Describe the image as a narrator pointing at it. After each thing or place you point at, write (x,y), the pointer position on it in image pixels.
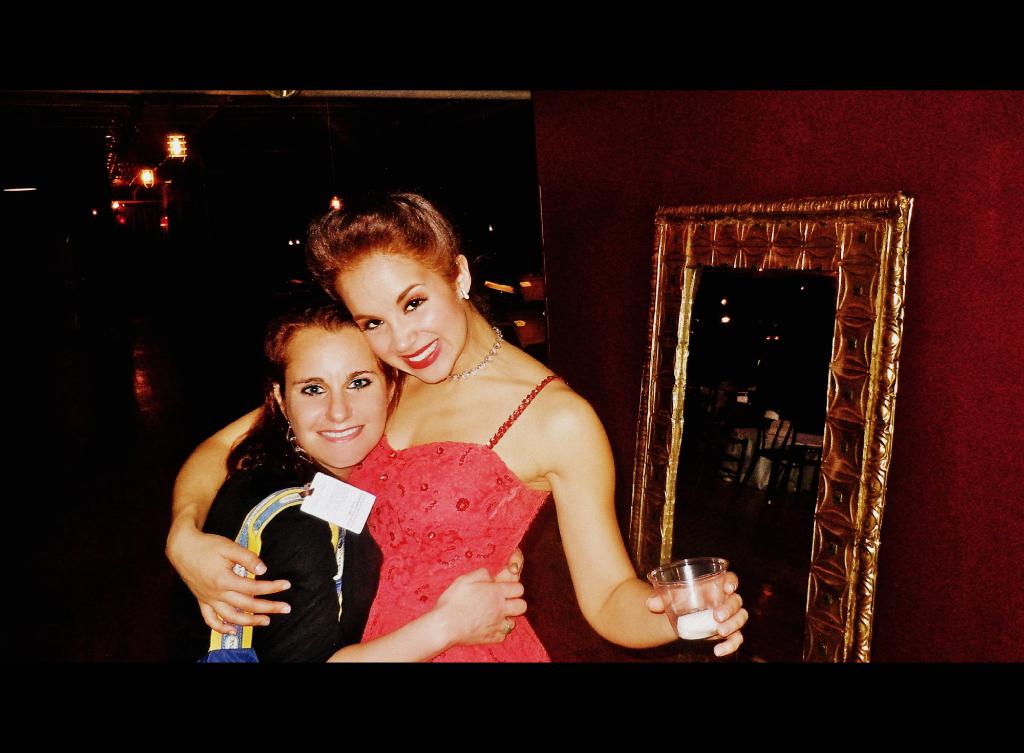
In this picture there are two girls (433,456) standing in front (417,378) and giving pose into the camera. Behind there is a dark background (282,171). On the right side (916,432) there is a glass mirror (752,495) and wall (941,417).
